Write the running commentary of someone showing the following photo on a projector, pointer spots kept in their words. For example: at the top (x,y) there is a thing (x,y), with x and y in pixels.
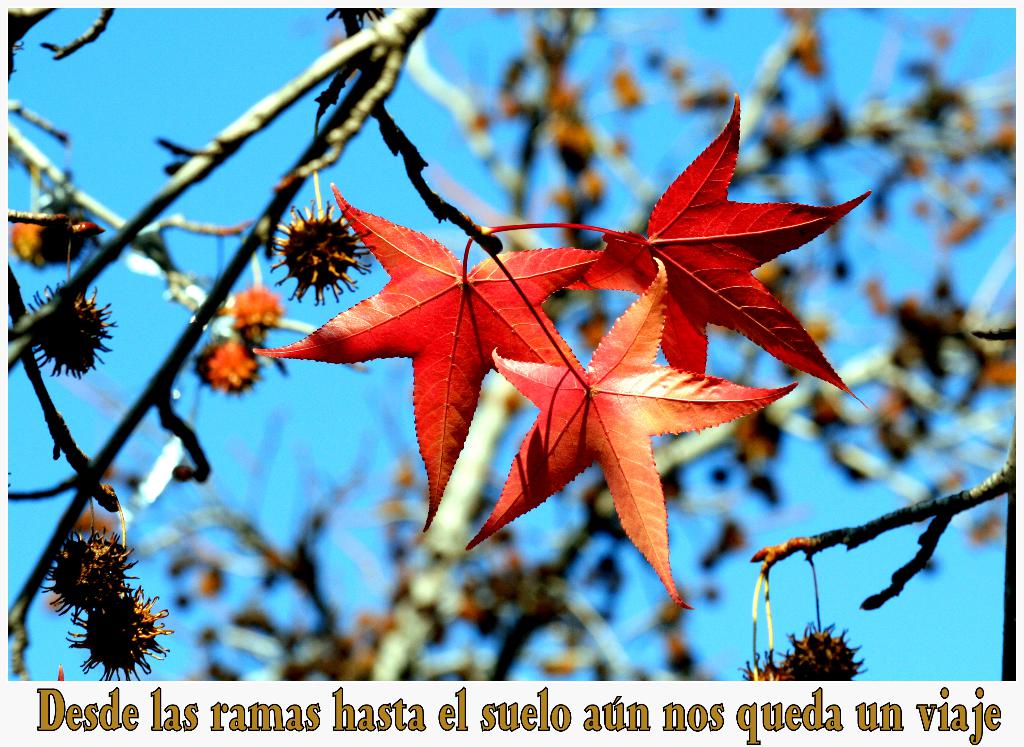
In this image we can see some leaves (639,323) on the branches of a tree (345,254). In the background (238,73), we can see the sky (268,416). At the bottom (547,702) we can see some text (257,723).
